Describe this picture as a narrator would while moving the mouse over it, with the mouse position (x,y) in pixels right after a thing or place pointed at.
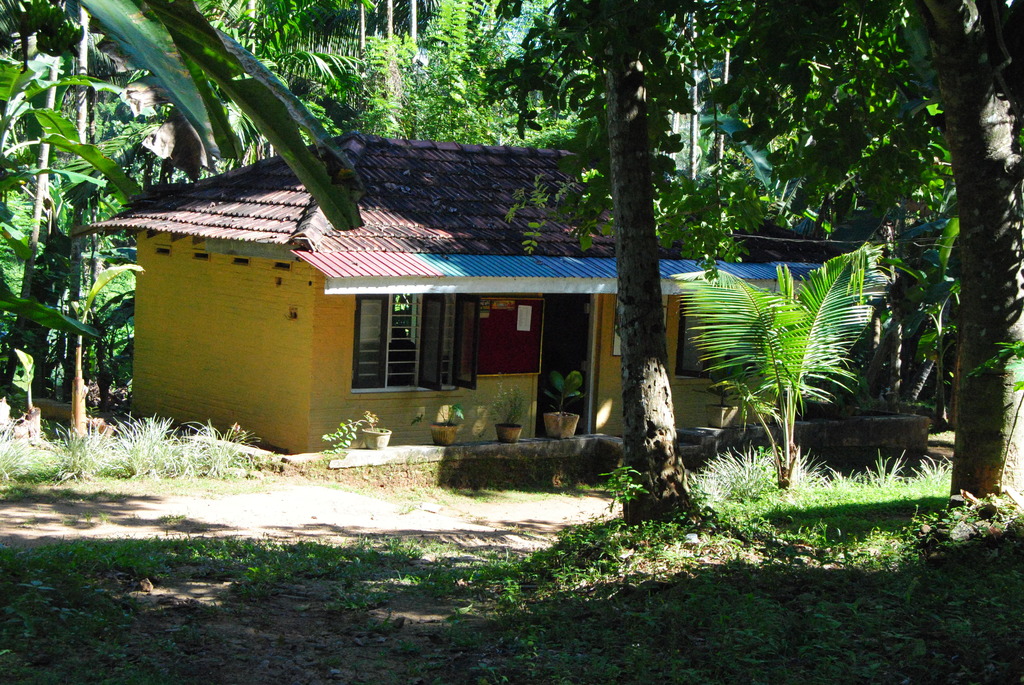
This image consists of a house (406,283) along with door (571,400) and windows (469,366). At the bottom (325,591), there is ground (339,591). In the background (18,301), there are many trees (809,163). At the bottom right (837,620), there is green grass (727,633).
